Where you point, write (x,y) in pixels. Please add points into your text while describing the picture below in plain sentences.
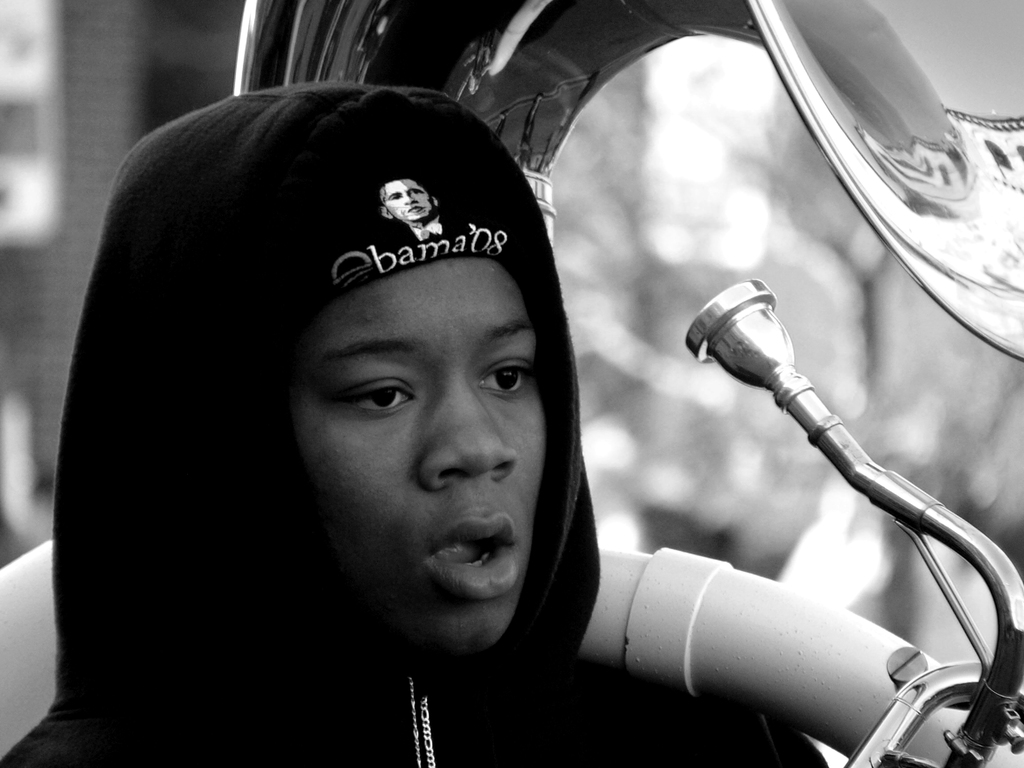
This image is taken outdoors. In this image the background (703,240) is blurred. In the middle of the image (358,450) there is a boy (475,600) and he is holding a musical instrument (834,640) in his hand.
